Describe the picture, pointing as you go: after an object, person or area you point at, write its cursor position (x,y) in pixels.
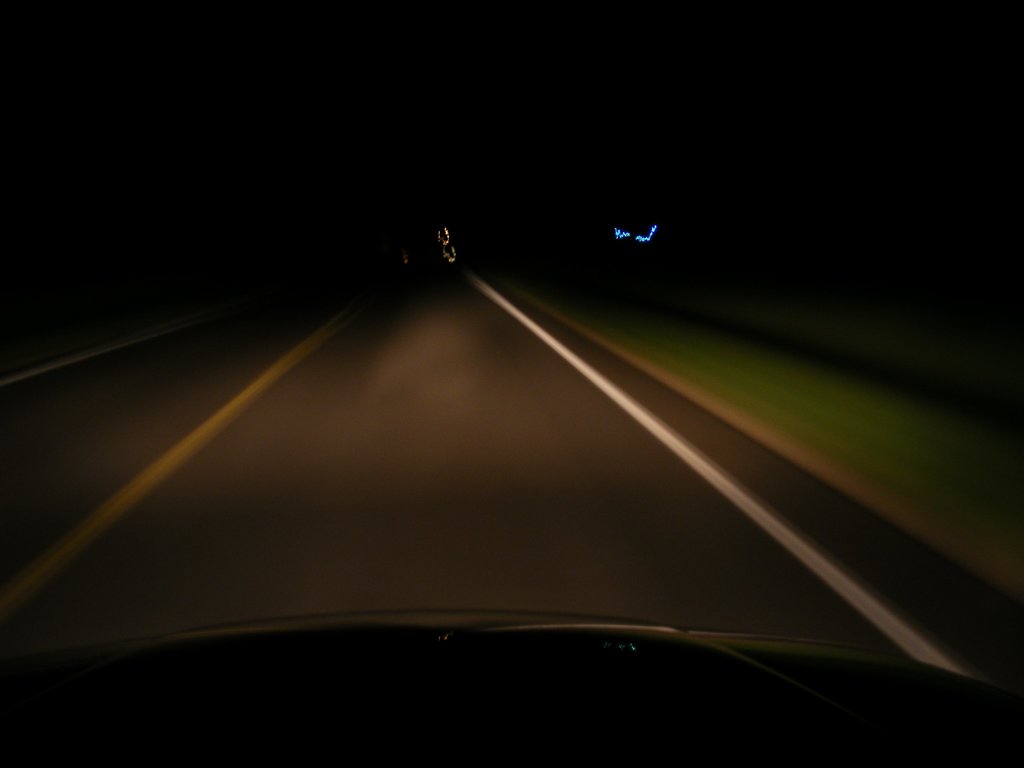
Here in this picture we can see a road (446,412) present and on the side of it we can see the ground (748,350) is covered with grass (748,350) and this view is seen through a car (212,643) present on the road (425,602) over there.
